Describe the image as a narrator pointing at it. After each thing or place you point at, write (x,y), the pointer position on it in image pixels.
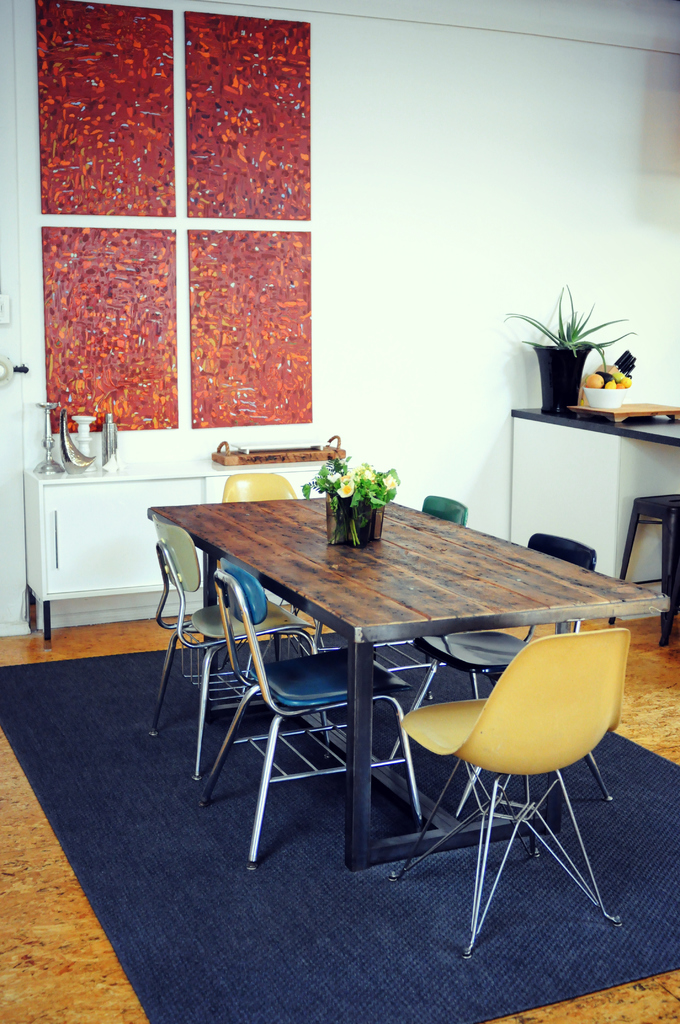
In the middle of the image (314,510) we can see some chairs (431,505) and table (231,522), on the table (261,513) there is a flower vase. Behind the table (278,520) there is a cupboard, on the cupboard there are some products (47,411). At the top of the image (430,29) there is wall (458,294). On the right side of the image (678,429) there is a table (668,428), on the table (615,426) there is bowl (627,392) and plant (562,325). In the bowl (614,392) there are some fruits (608,385) and there is a wooden cutting mat (616,411).
